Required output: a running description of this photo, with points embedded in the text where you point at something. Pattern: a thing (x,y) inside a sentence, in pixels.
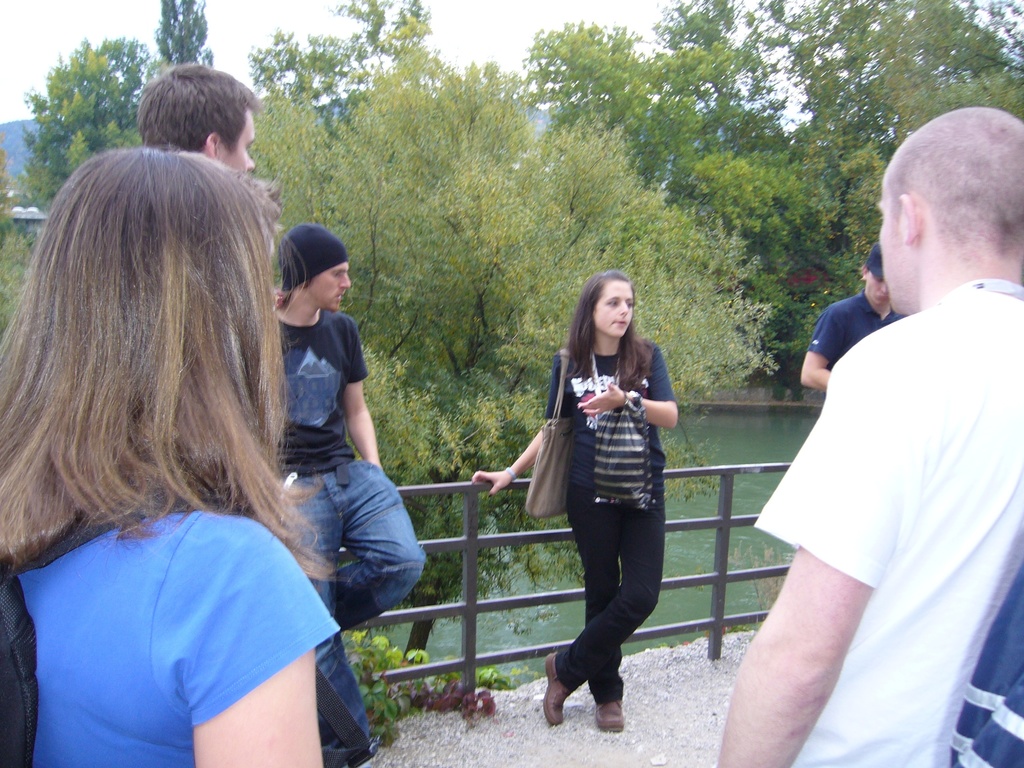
In this picture we can see a woman (571,467) carrying bag (538,481) with her standing with holding fence (463,497) and boy (326,446) is leaning to the fence (545,649) and remaining persons (852,386) standing and watching them and in the background (715,196) we can see trees (449,134), sky (311,12) and a water (731,456) and mostly this might be the bridge (533,710) to cross water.
